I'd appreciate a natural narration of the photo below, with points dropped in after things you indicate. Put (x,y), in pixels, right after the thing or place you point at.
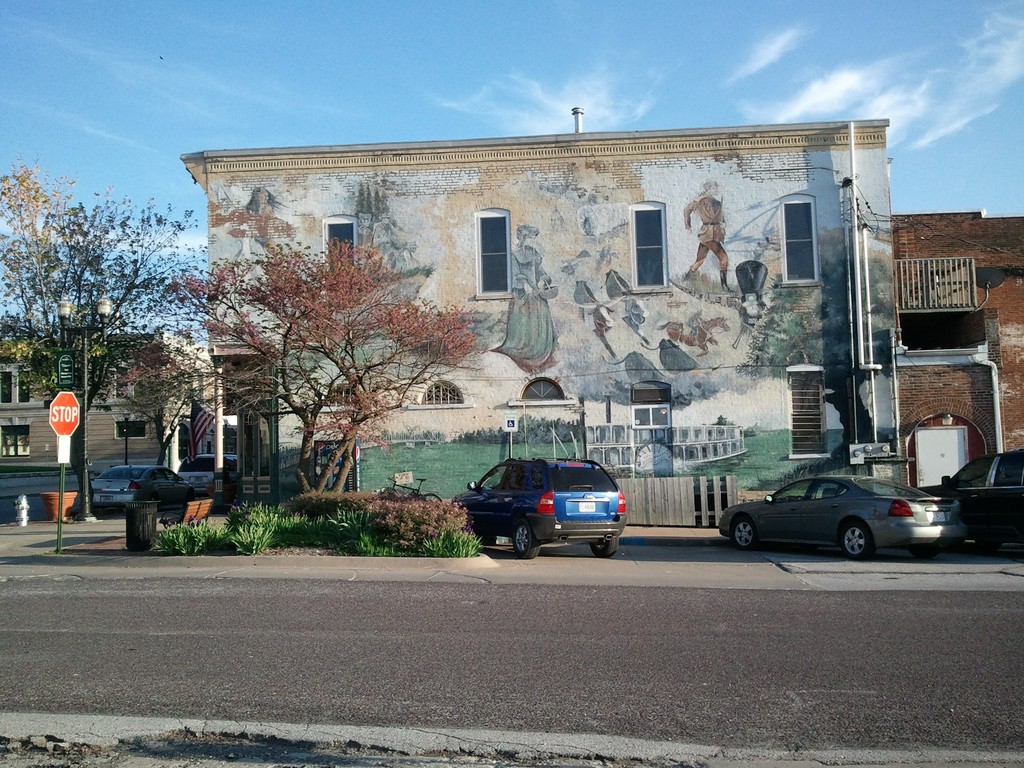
In this picture I can see there are few cars (617,529) parked at right side (751,529), there is a building (596,334), it has few windows (509,282), I can see there is a painting (558,289) of a man (721,203), and woman (544,339) on the wall (514,258), there are few plants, trees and there are poles (84,423) with lights (68,324) and there is another pole (60,532) with a precaution board (63,423) and there are few cars (125,474) at left (116,492) and the sky (252,96) is clear.
